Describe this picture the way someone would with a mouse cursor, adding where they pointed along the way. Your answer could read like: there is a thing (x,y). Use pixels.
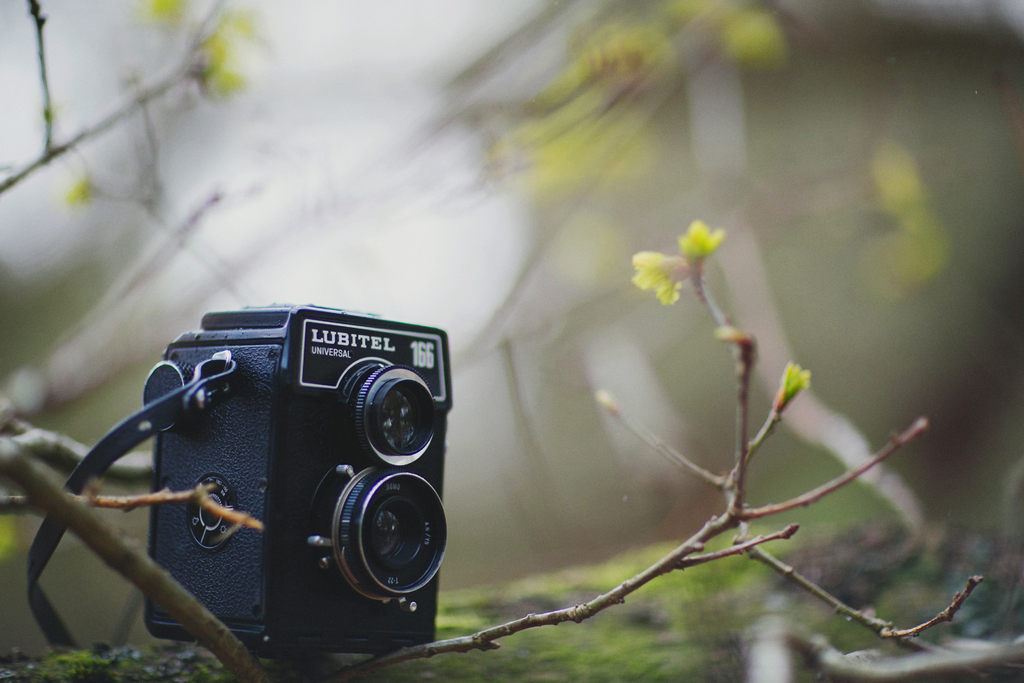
In this picture we can see a black color camera (413,555) is placed on the tree branch (484,649). Behind there is a blur background (687,619).
